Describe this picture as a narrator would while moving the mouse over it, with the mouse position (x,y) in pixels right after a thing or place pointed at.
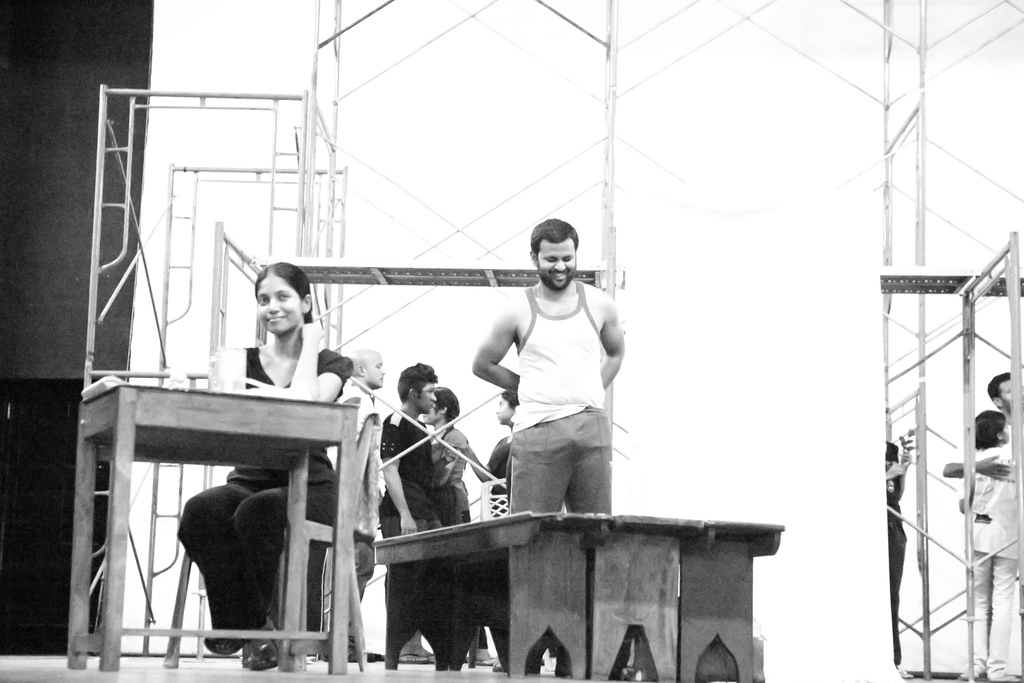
In the picture we can see a woman (286,374) sitting on the chair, keeping hand (304,394) on the table (266,408) which is in front of her, here we can also see the person (577,309) laughing standing in front of the table (590,517), here we can also see the iron poles (220,242) and bars (166,357). In the picture we can also see some people (393,516) who are standing little bit away from woman (312,508) and man (587,324).
